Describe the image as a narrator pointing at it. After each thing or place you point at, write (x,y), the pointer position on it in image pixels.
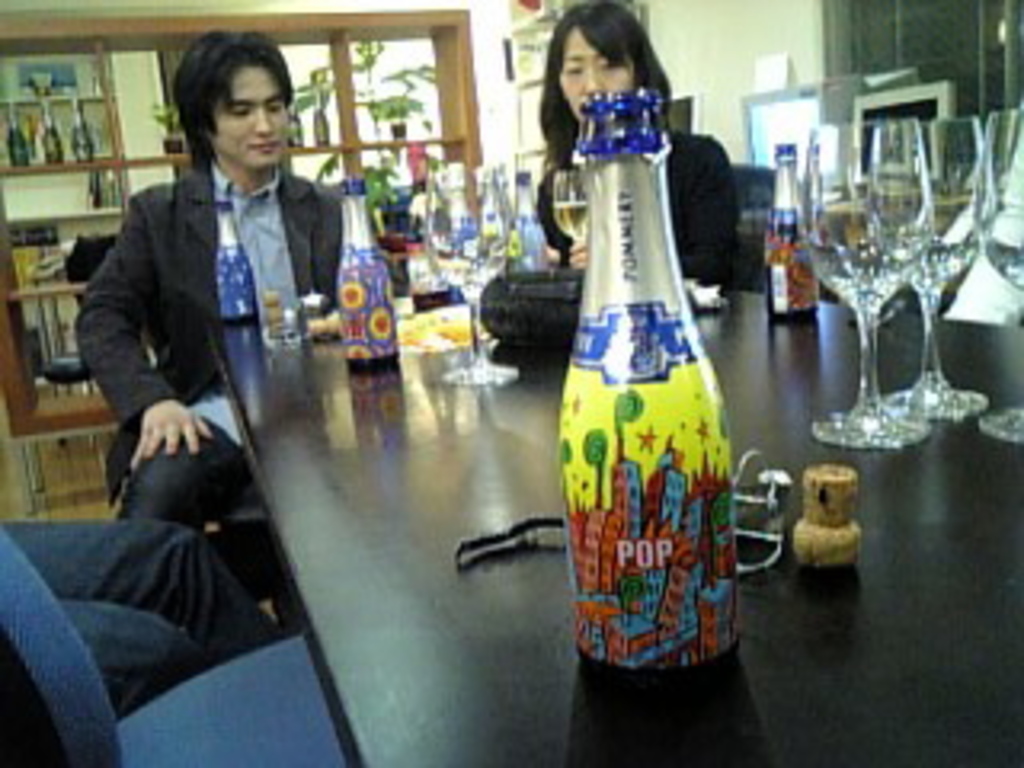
This image consists of three persons (48,564) and we can see a table (414,478) on which there are bottles (691,336) and wine glasses (939,347) along with a cork (819,543). In the background (412,153), there is a showcase (96,217), in which we can see the bottles (56,152). On the right (724,95), there is a wall (496,64).
